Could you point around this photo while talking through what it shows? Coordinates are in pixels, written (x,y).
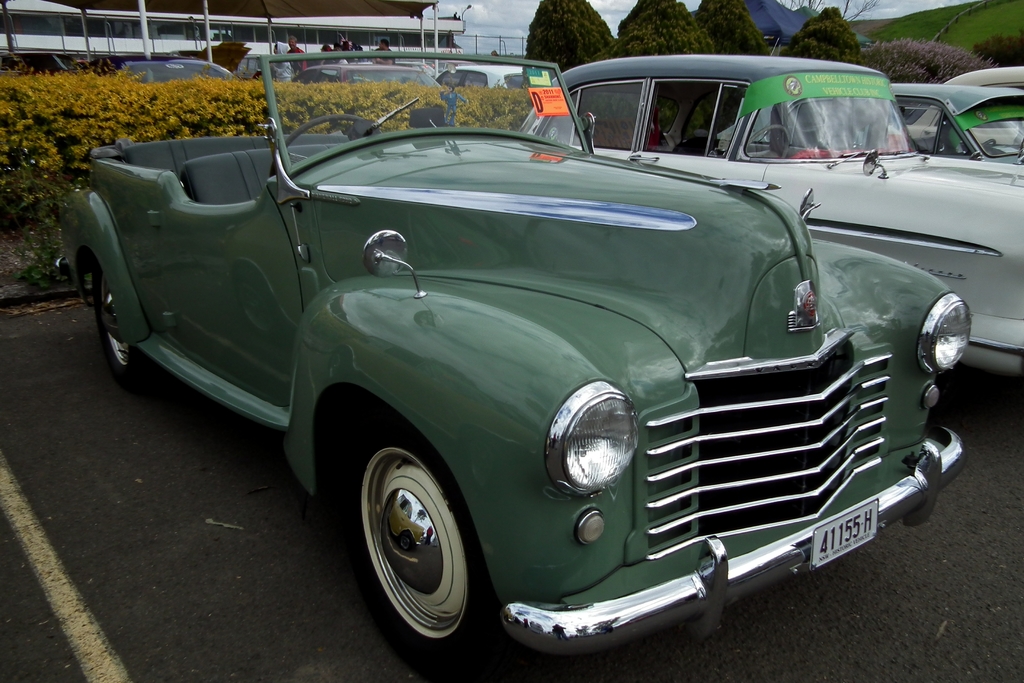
In this picture we can see cars (625,413) on the road (852,582), plants (370,104), trees (719,36), tents (776,31), fence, grass (957,26), shelter (296,25) and a group of people (280,70) standing and some objects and in the background (524,17) we can see the sky (505,22).
